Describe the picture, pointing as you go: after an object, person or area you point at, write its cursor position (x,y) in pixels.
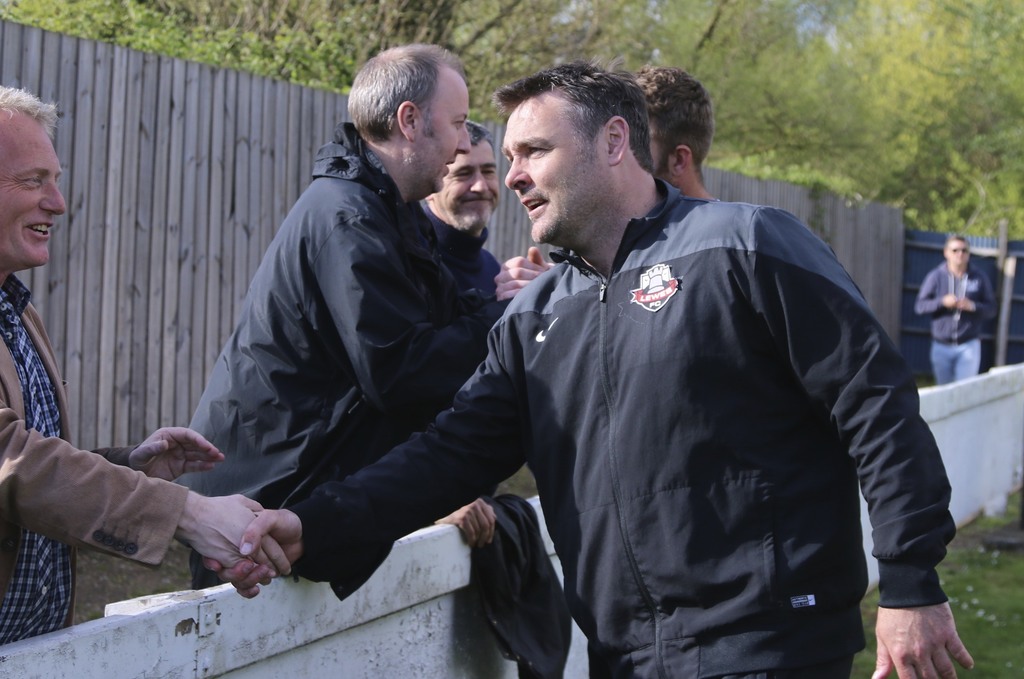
In this image we can see a few people (755,331) and among them two people (516,157) are shaking their hand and there is a wall (438,599). In the background (144,333), we can see the wooden fence (186,182) and there are some trees (167,38).
